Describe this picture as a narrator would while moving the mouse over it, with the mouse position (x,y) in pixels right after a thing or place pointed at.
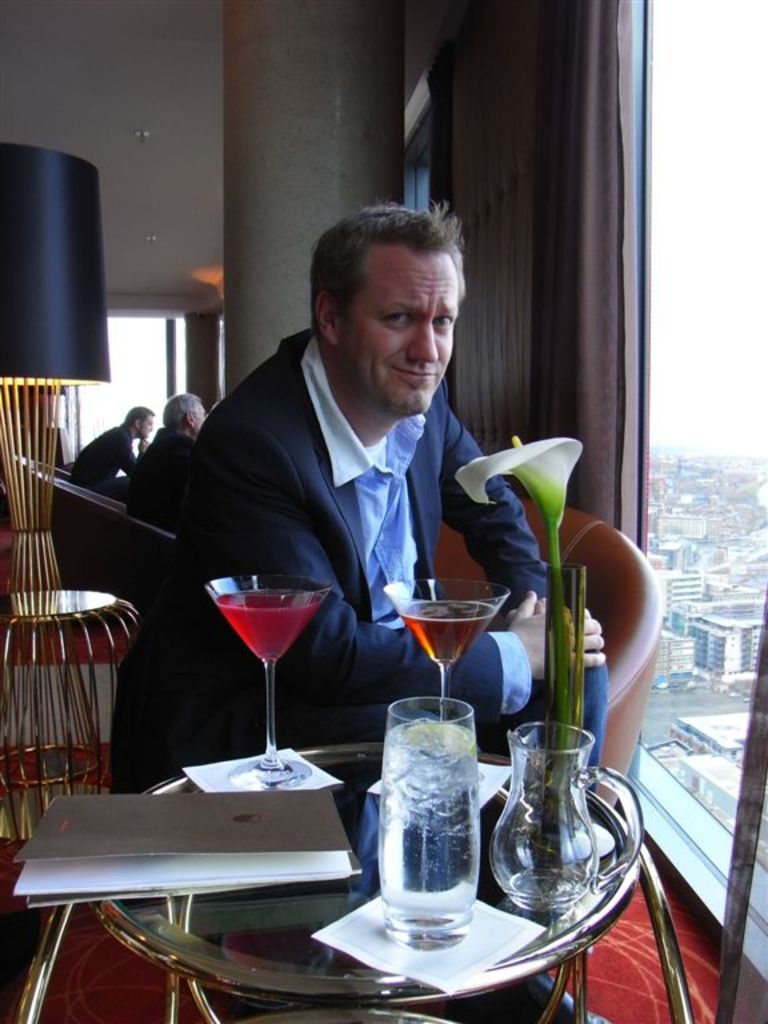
In this image there is a person (244,486) sitting in chair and on table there are glasses (433,733), pot (567,768), decoration plant (575,711), menu card (206,867) or book (62,900), paper (48,886) and at the back ground (120,565) there is lamp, chair (123,582), group of people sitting in chair (140,573), lights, window (162,357), building (720,579), sky (690,365).
